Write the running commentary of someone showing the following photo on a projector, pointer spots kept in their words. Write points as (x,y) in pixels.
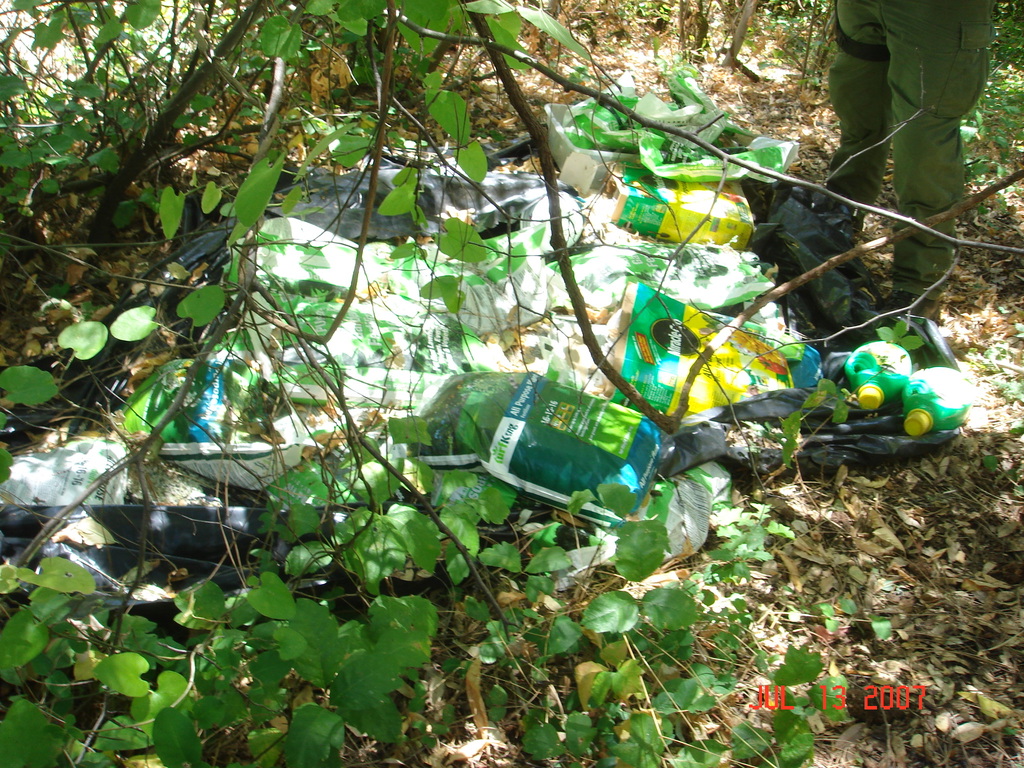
The picture is taken inside a forest (344,551) where plastic covers (168,572) and fertilizer jugs (904,387) are placed. A guy (929,67) who is wearing green uniform (914,57) is to the right side of the image (860,160).
